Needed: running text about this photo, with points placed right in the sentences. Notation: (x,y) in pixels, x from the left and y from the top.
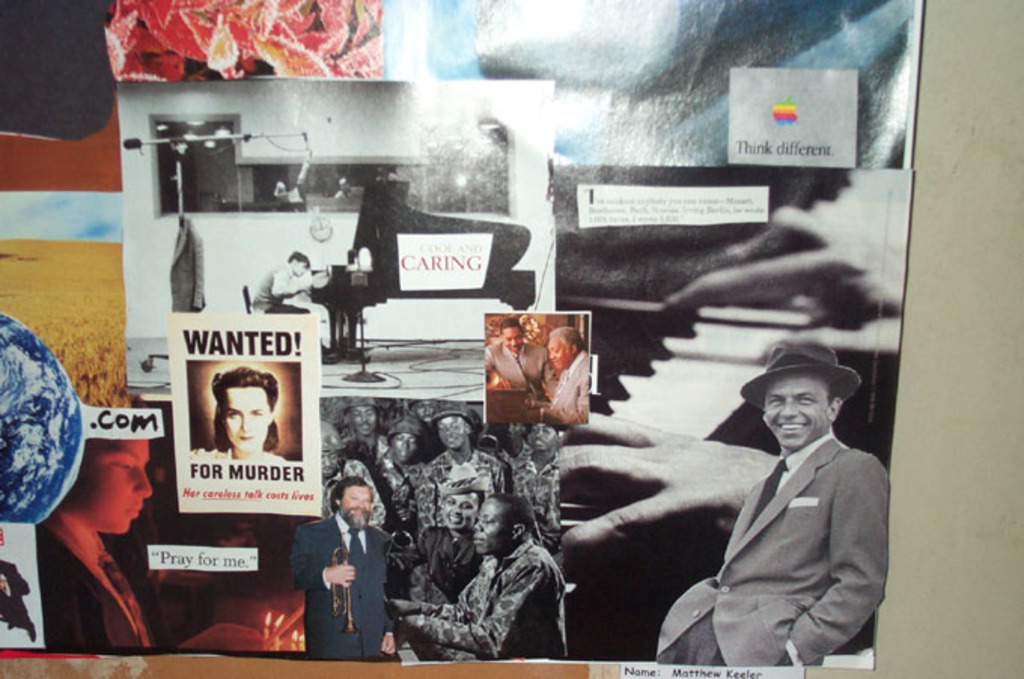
There are different posters (362,290) having different images (508,522) pasted on a wall (963,641). And the background (963,664) is gray in color.
